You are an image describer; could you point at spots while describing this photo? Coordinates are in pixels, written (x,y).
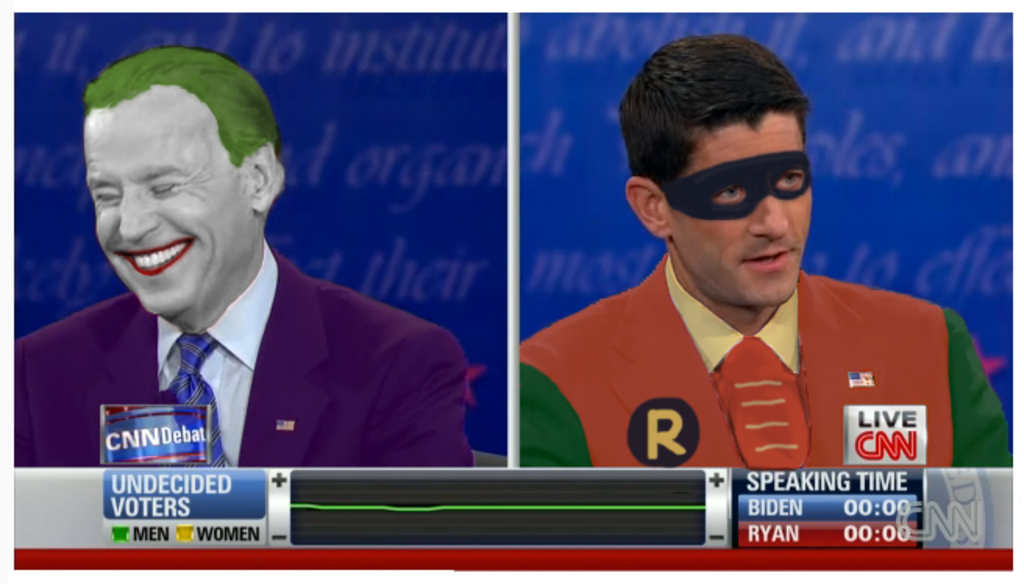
In this picture we can see two men (365,323), the left side man (242,313) is smiling and the right side person (779,235) wore a mask (762,170).
